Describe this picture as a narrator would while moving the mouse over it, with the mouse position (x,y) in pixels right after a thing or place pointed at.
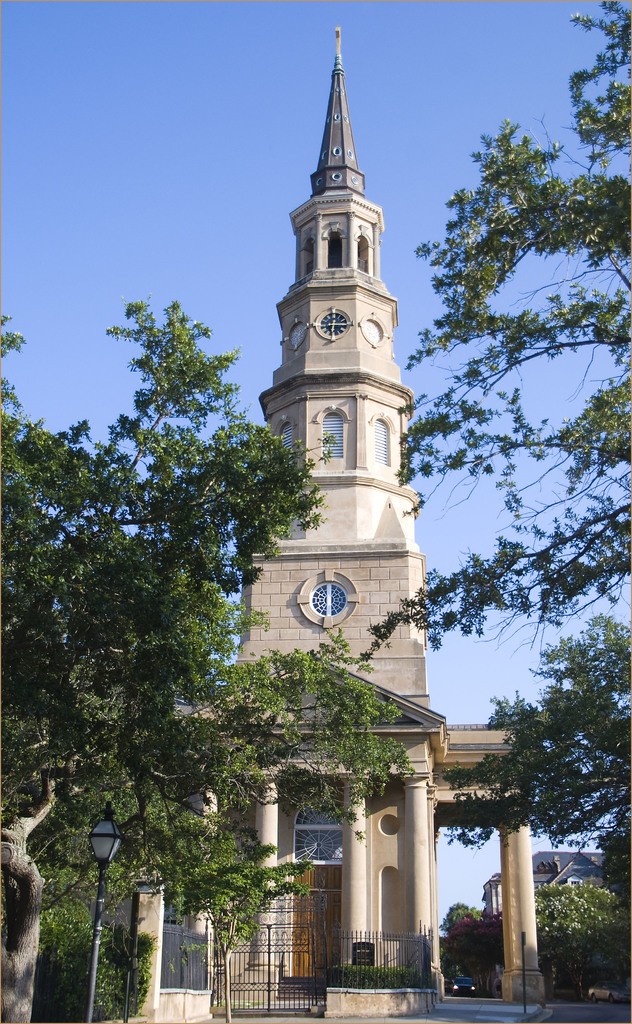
As we can see in the image there are trees (31,438), buildings (466,759), fence (306,941), plants (45,951) and sky (254,185).
